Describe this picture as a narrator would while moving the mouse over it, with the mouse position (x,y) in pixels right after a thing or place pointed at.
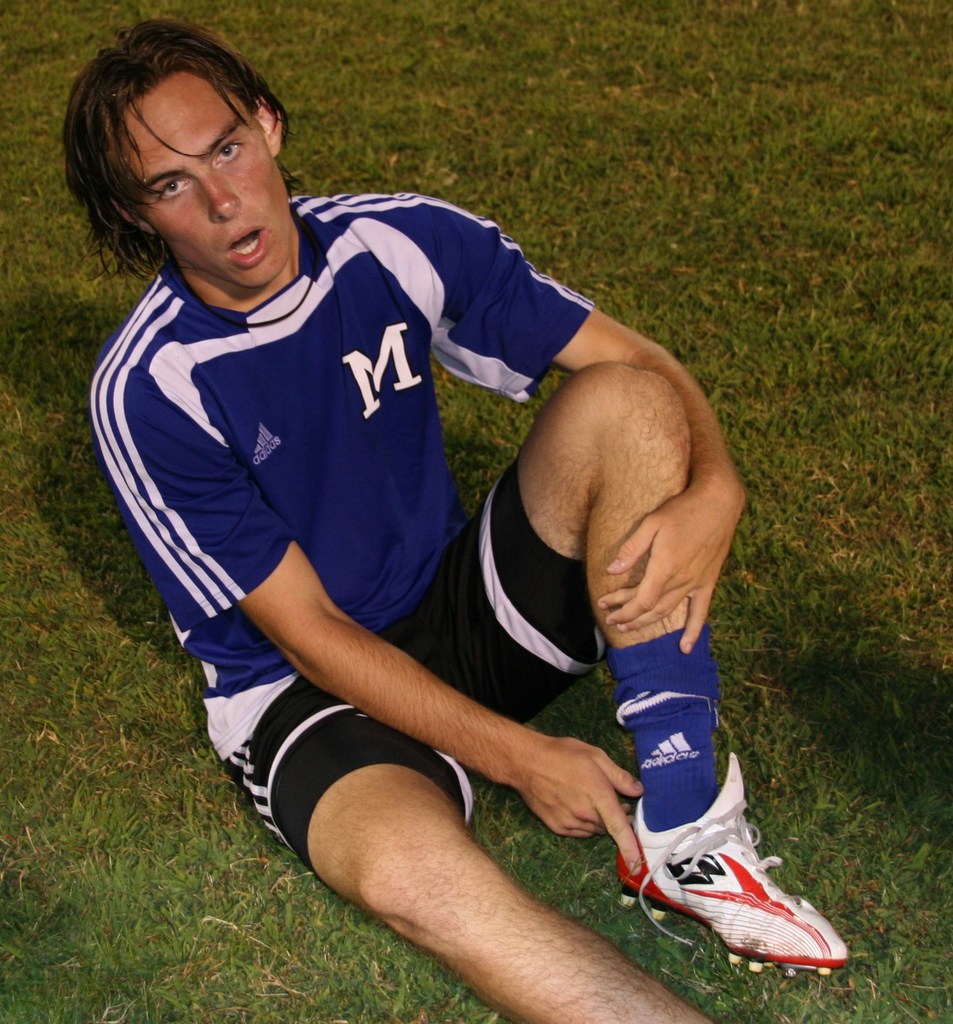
In this image we see a person (370,702) sitting on a ground (625,945).
